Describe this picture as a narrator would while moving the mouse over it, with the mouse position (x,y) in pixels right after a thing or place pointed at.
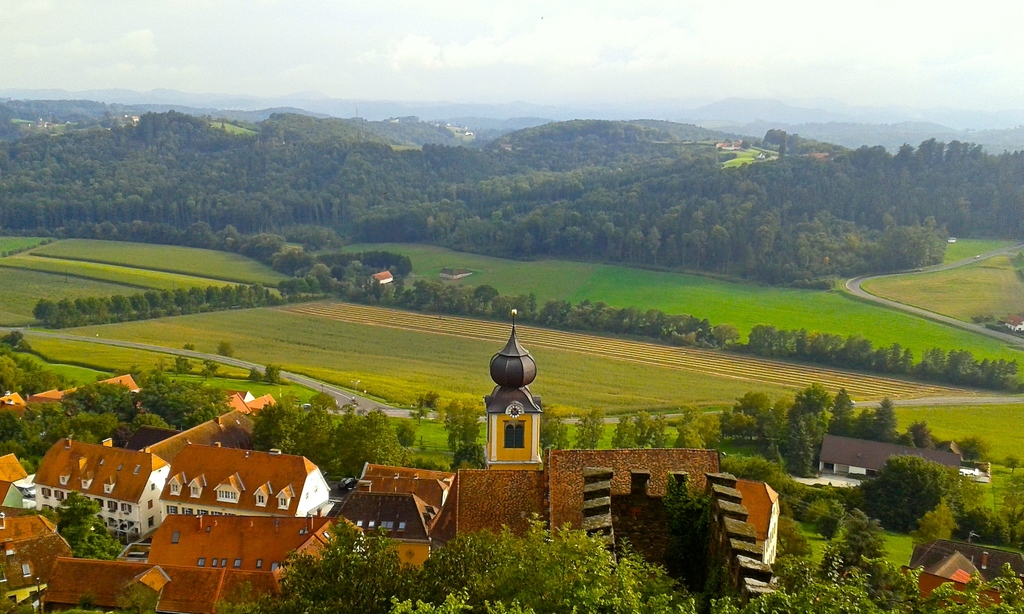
In this picture there are houses (470,473) and a clock tower (518,370) at the bottom side of the image (504,435) and there is greenery (525,222) around the area of the image.
